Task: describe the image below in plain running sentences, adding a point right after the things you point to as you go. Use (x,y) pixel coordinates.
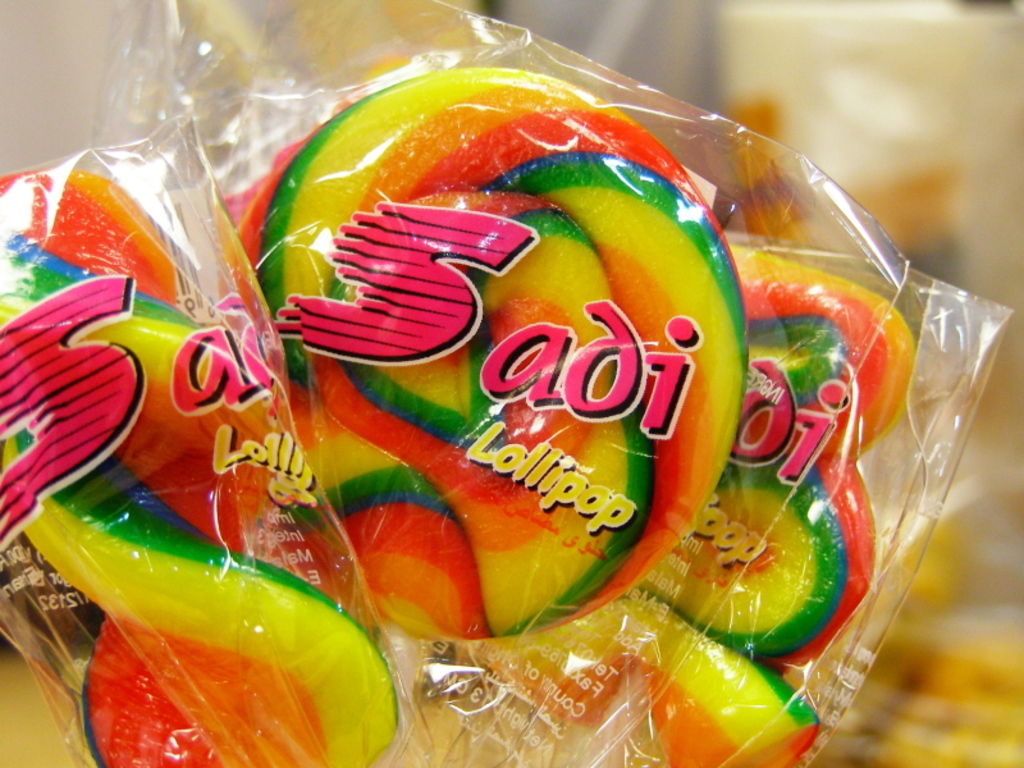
In this image in the foreground (207,268) there are some candies (545,194) which are wrapped in a cover (384,335), and the background (942,584) is blurred.
